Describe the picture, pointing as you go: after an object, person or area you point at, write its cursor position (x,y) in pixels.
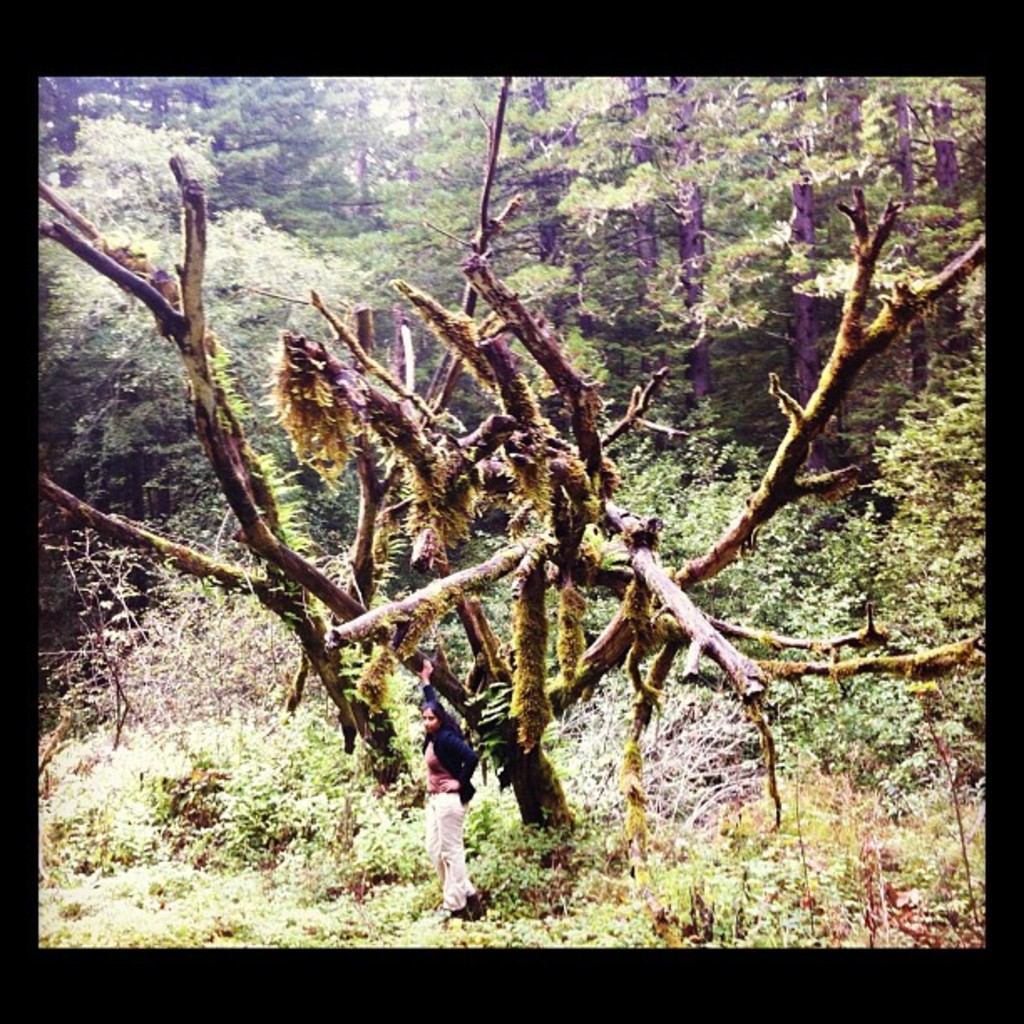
In this image I can see the person (429,829) standing on the ground (315,874). To the back of the person (459,787) I can see the branches (533,541) of the tree (561,625). The person (440,784) is wearing the colorful dress (447,801). In the background (356,291) there are many trees (430,341).
